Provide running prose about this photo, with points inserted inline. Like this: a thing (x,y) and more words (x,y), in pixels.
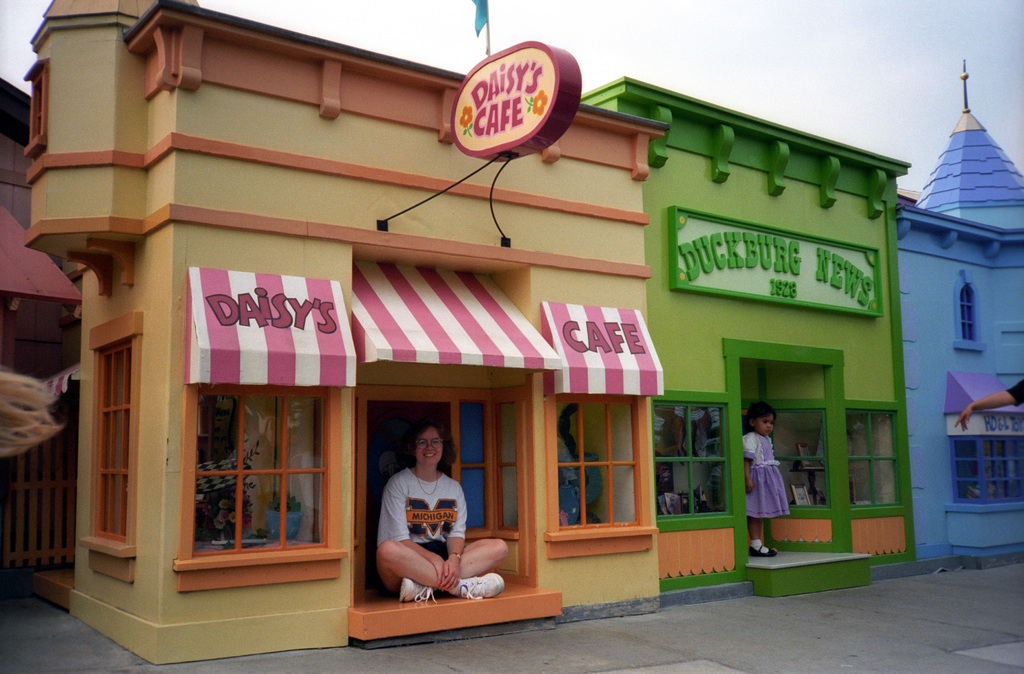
In this image there is a woman (450,492) and a girl (762,422) posing in front of miniature homes (553,289).
